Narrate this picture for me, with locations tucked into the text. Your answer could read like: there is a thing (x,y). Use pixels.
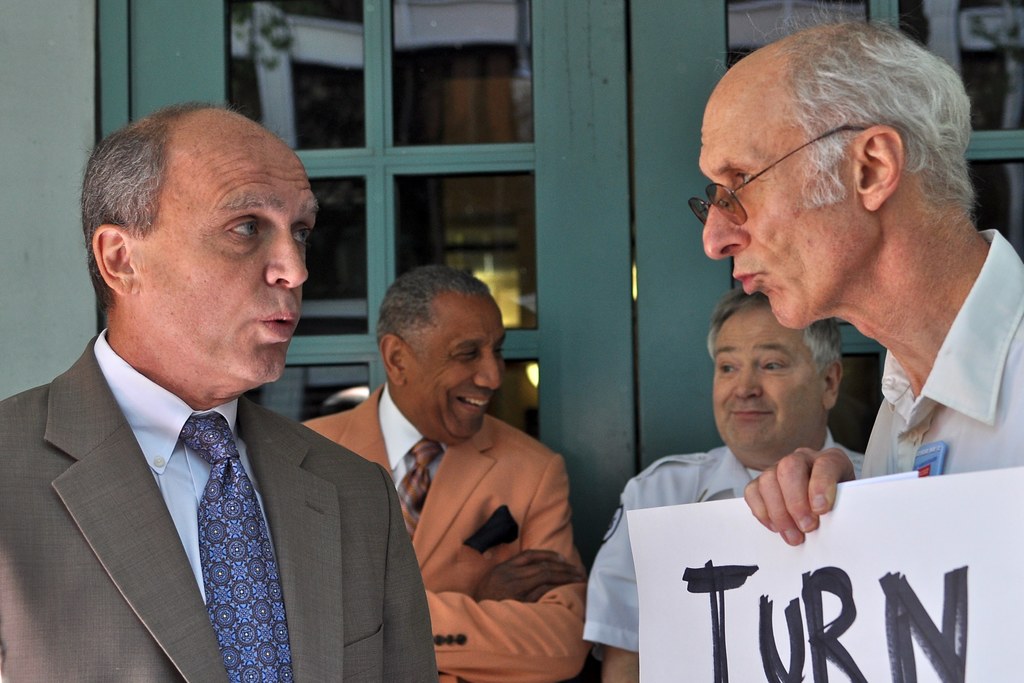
In this image in the front (291,516) there are persons (812,499) standing and having expression on their faces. On the right side (960,491) there is a person (965,463) standing and holding banner (866,561) with some text (849,616) written on it. In the center (498,437) there are persons (455,471) standing and smiling. In the background (570,268) there is a door (665,310) and behind the door (436,133) there are objects (435,94). On the left side of the door (211,97) there is a wall (47,168).
